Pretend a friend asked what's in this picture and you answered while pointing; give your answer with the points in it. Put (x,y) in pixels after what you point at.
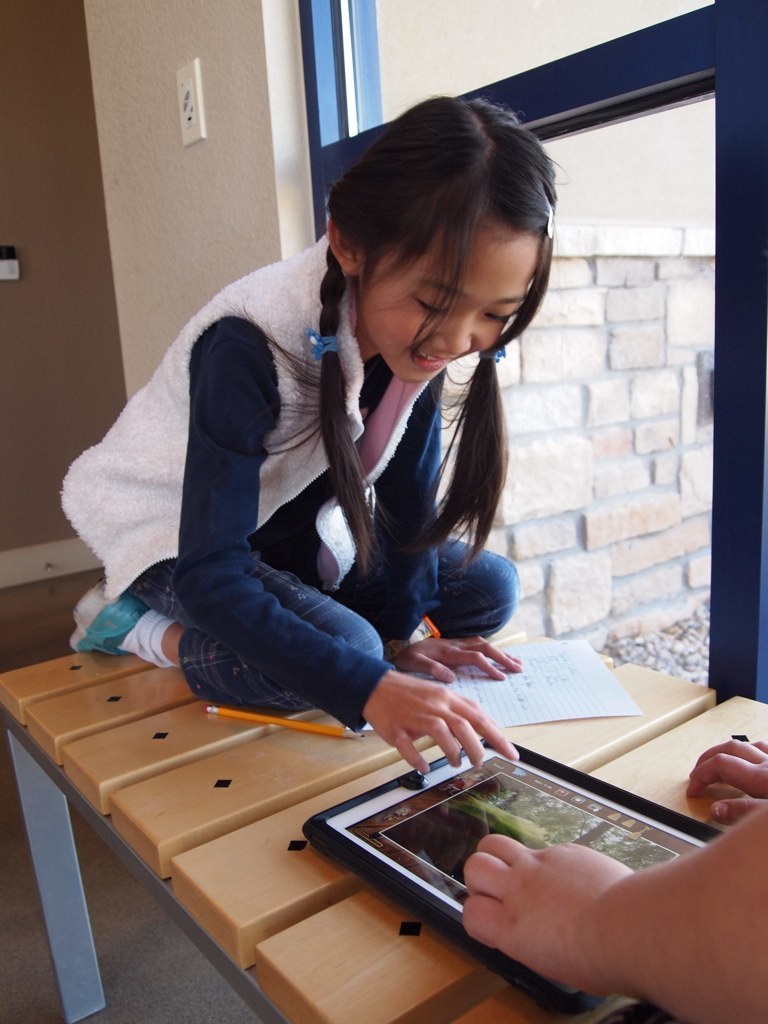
a person (200,565) is sitting on a table (225,806). in front of her there is a gadget (516,818). on the table (224,732) there is a paper (515,676), pencil (280,723). at the right (624,399) there is a window (645,305).
